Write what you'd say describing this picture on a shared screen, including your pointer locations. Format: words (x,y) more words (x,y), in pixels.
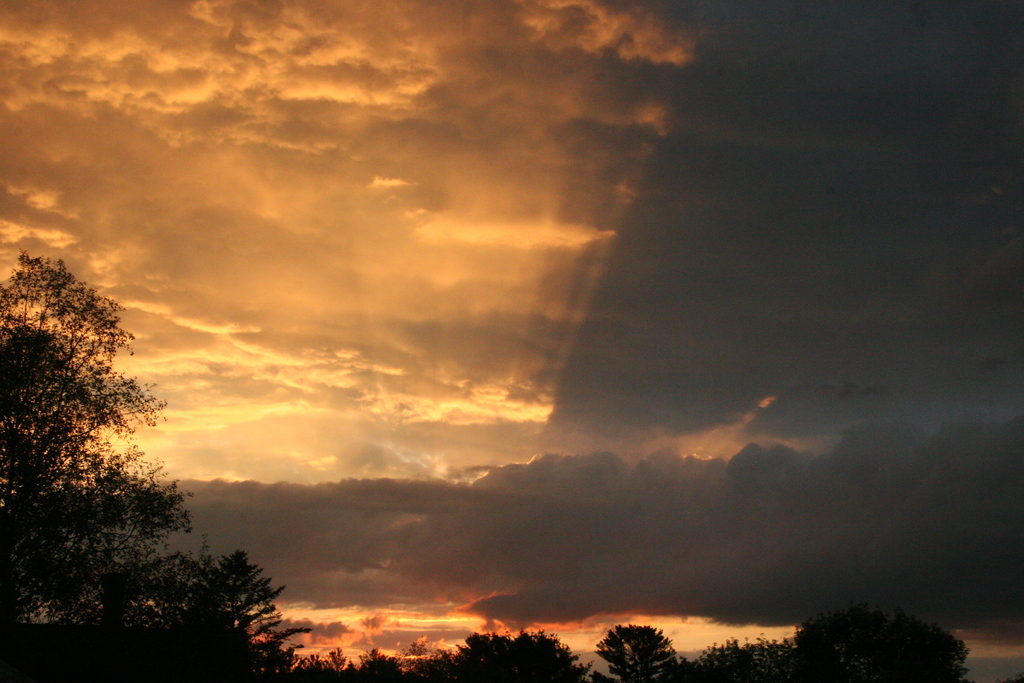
In this image I can see few trees (574,682) and the sky (450,270) is in orange, black and white color.
